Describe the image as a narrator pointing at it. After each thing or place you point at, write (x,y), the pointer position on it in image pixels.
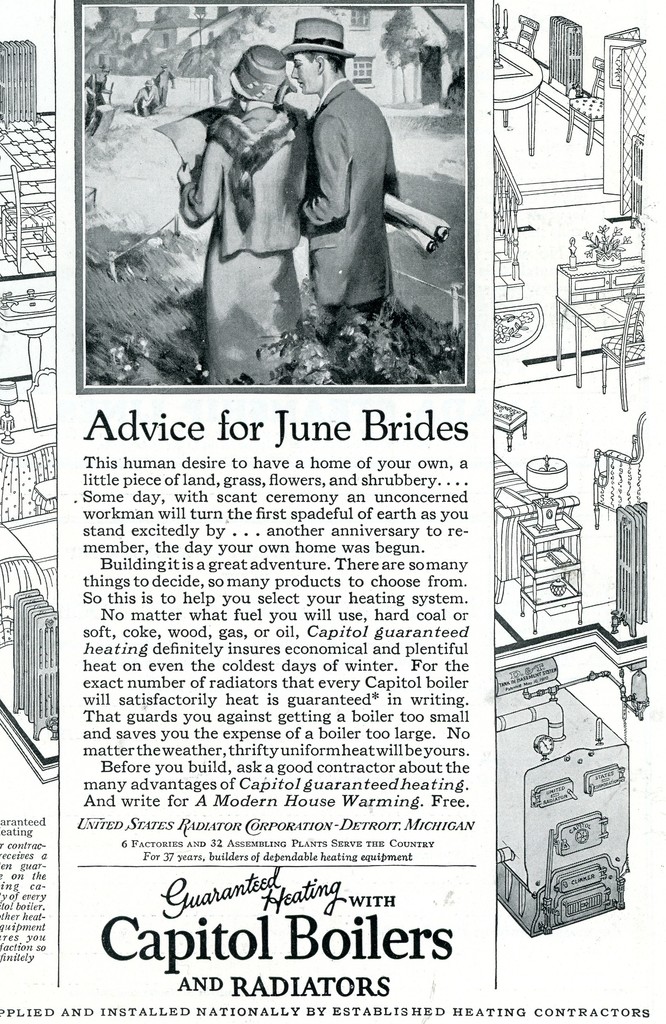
In this image there is an article (286,358). Something is written on the article (341,370). Images (271,199) are on the article (449,386). We can see people (294,188), house (325,11), tables (593,320) and objects (20,197).
